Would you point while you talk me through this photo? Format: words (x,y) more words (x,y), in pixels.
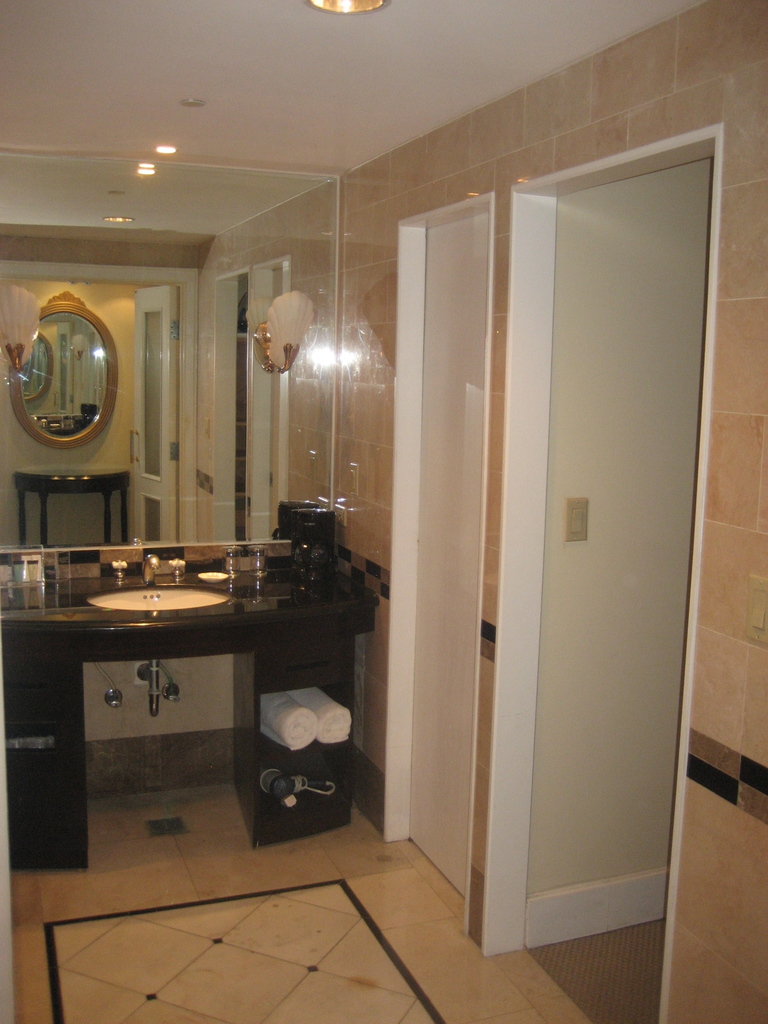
At the bottom (231,952), we see the floor (313,980). On the right side (691,765), we see a wall (726,879) and a white door (692,532). In the middle (270,659), we see the towels (334,714), wash basin (204,599), black color object (313,628) and the objects (257,569) in white color. Behind that, we see a table (117,485), mirror (103,403) and the doors (166,400). At the top (223,66), we see the lights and the ceiling (368,63) of the room (466,178).
